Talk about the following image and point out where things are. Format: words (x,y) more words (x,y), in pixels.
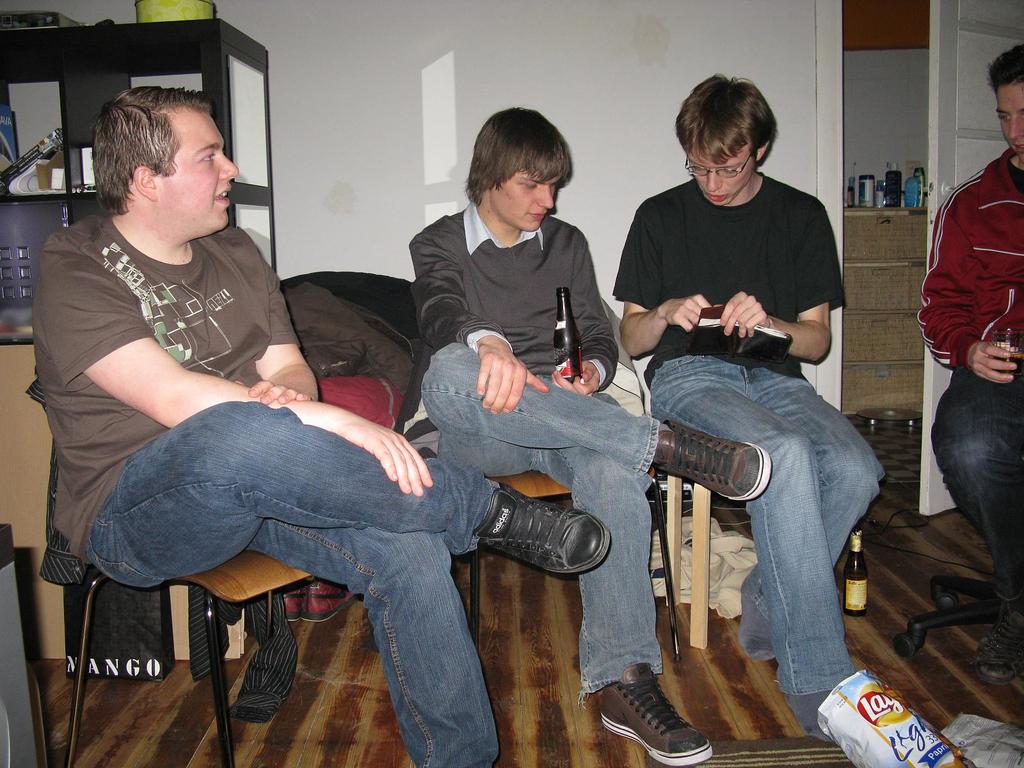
As we can see in the image there is a rack (249,52), white color wall (337,109) and four people (246,496) sitting on chairs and in the front (896,742) there is a bottle (859,609) and a cover (870,737).
